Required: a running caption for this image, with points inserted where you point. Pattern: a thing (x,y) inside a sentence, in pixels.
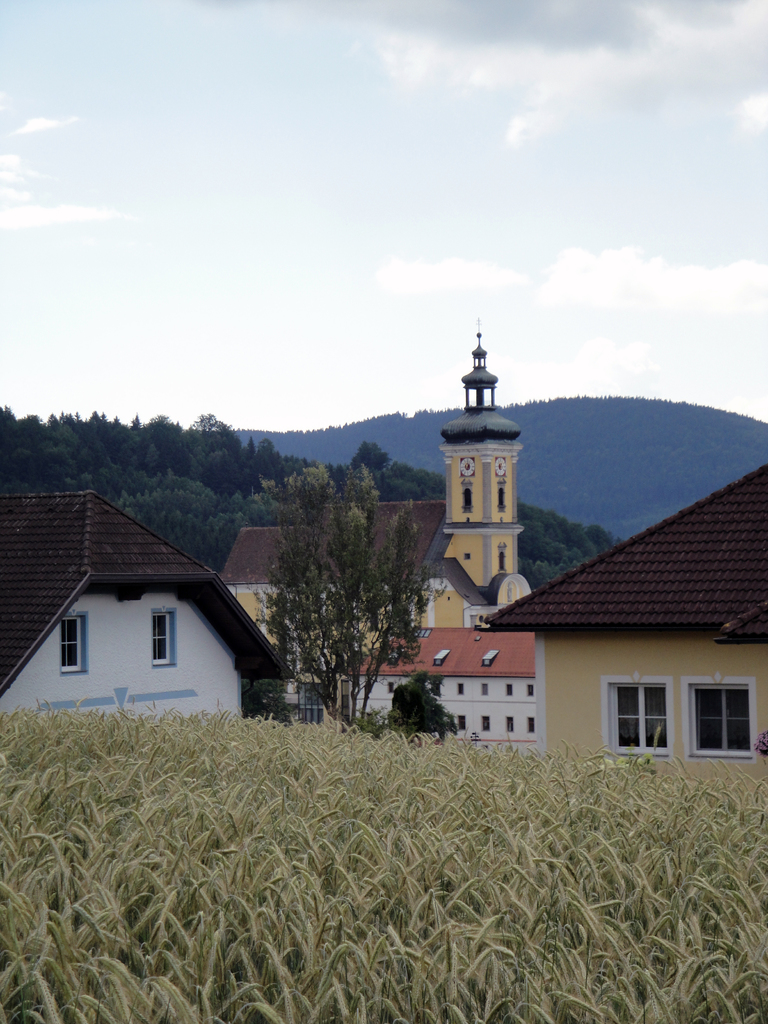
In this image there are plants (50,900) in the foreground (258,1017). There are houses (548,646), trees (369,456) and mountains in the background (433,417). And there is sky (517,15) at the top (484,19).
